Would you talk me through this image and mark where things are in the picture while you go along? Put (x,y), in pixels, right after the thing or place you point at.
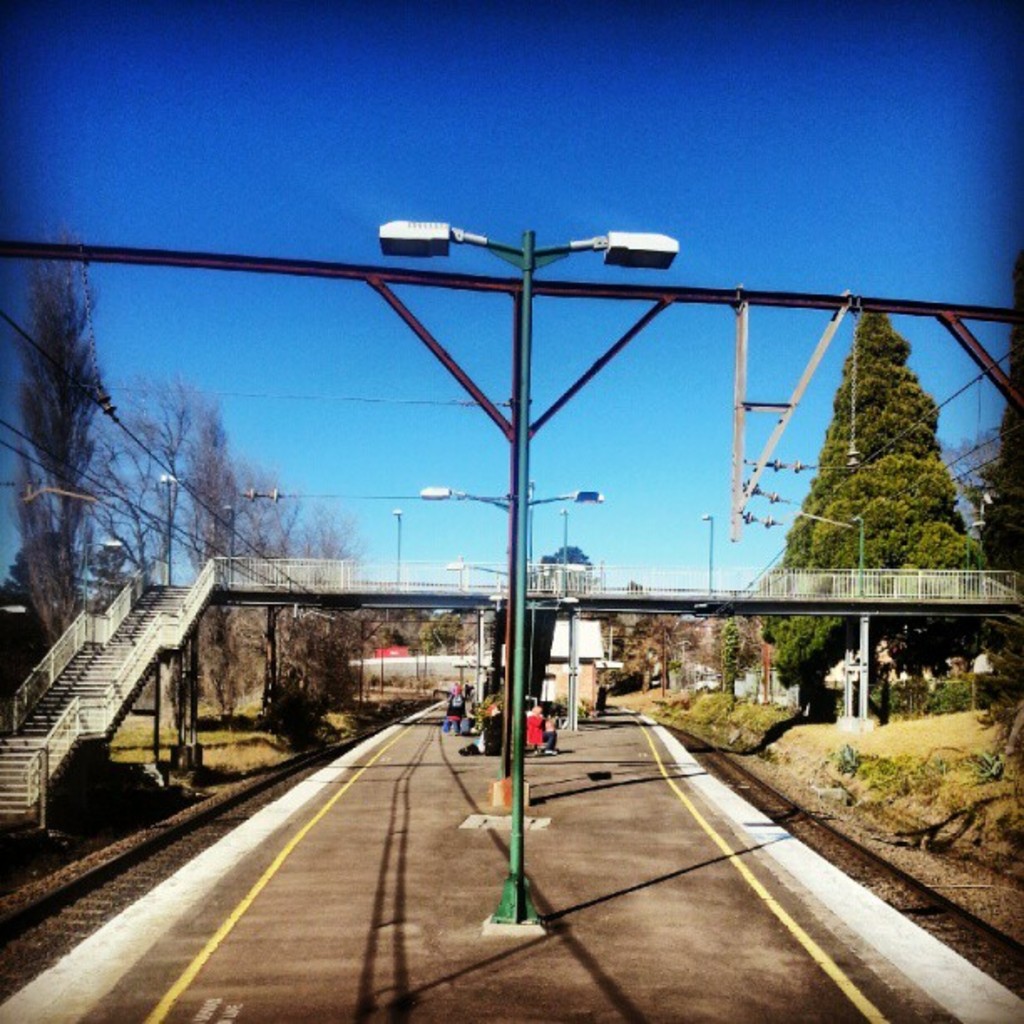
In this image we can see the platform (557,861), railway track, street lights (527,398), cable wires (126,428), few people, grass (975,731), plants (884,768), trees (872,661), railing bridge (496,606), metal frame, at the top (573,301) we can see the sky (621,385).
